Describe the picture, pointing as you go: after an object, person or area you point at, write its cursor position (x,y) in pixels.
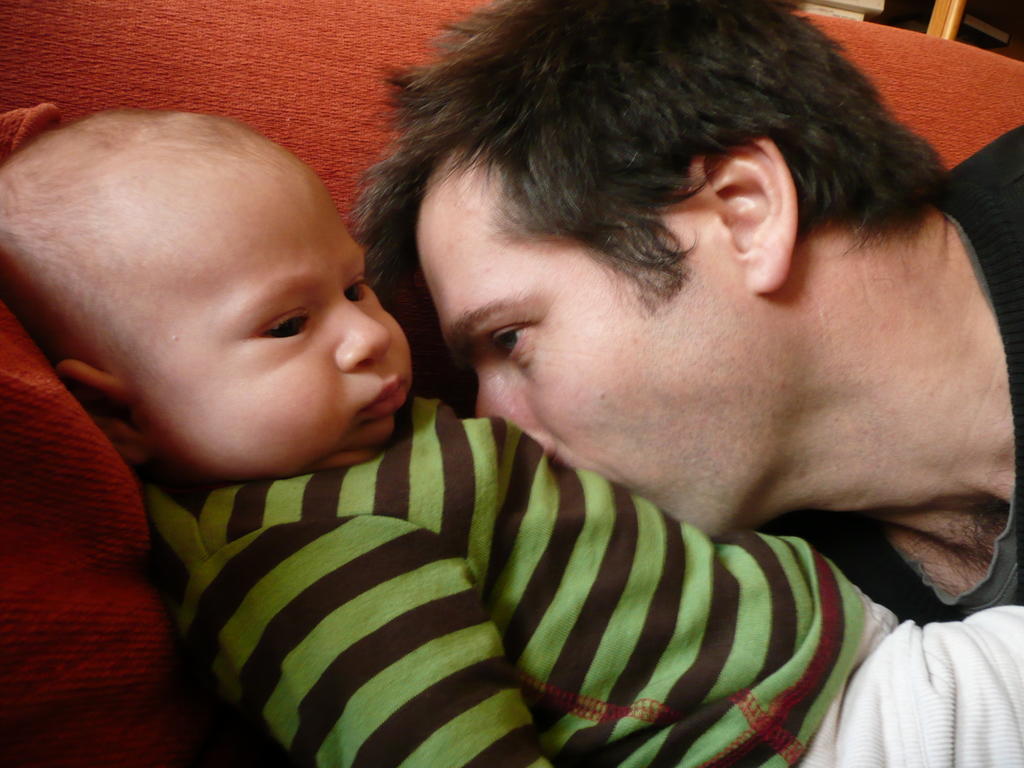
In this image there is a man (727,340) who is kissing the kid (536,484) who is lying on the sofa (121,564). In the background (75,525) there is a sofa (279,88).
